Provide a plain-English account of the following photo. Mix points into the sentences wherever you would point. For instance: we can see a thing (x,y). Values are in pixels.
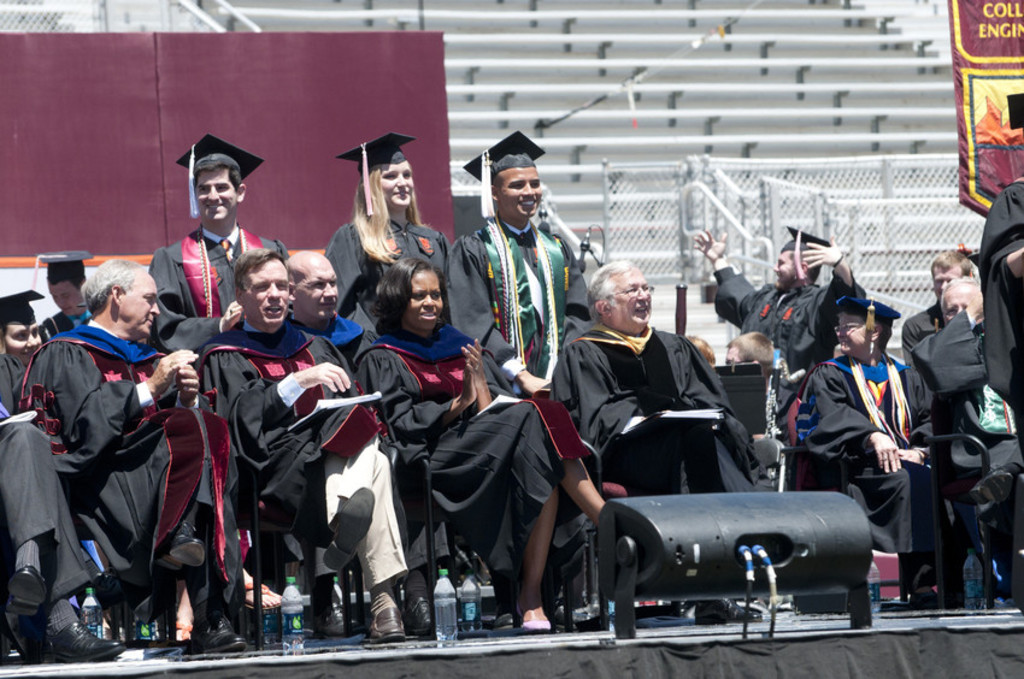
In this image I can see group of people (565,431) some are sitting and some are standing wearing black color dress (144,425). Background (330,88) I can see a board (327,100) in maroon color and few stairs (547,59).
